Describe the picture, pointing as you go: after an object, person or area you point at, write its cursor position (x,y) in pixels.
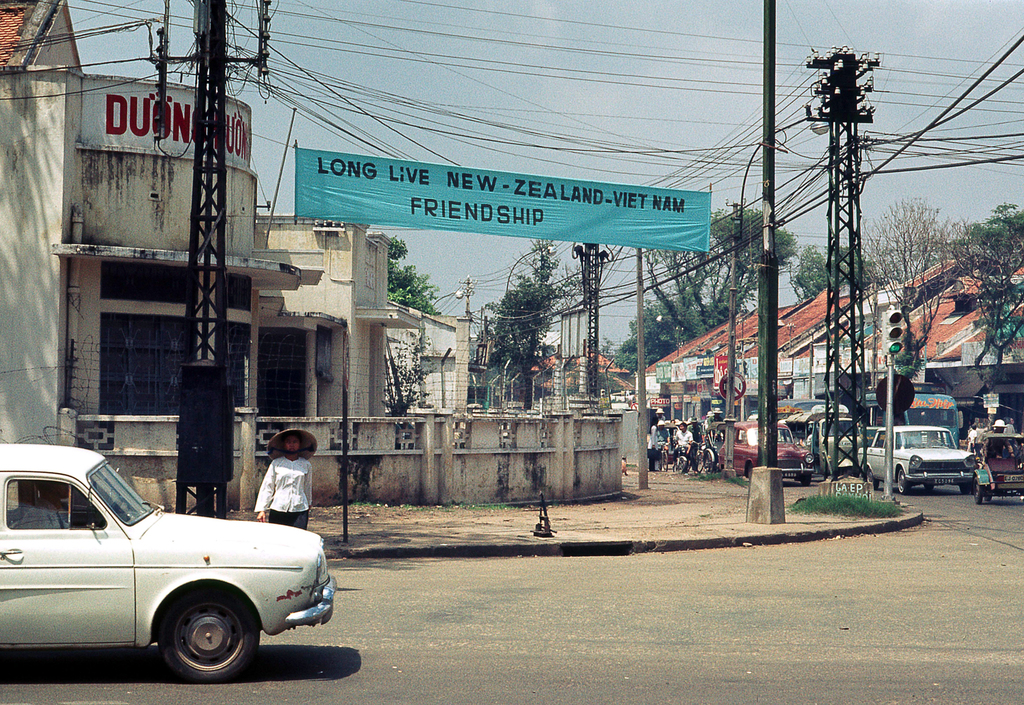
In this image I can see on the left side (216,598) there is a car (228,595) in white and there are buildings (2,271) in the middle (380,386). On the right side (886,432) there is a traffic signal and few vehicles (905,451) are there on the road (943,503), at the top (647,93) it is the sky (647,93).
